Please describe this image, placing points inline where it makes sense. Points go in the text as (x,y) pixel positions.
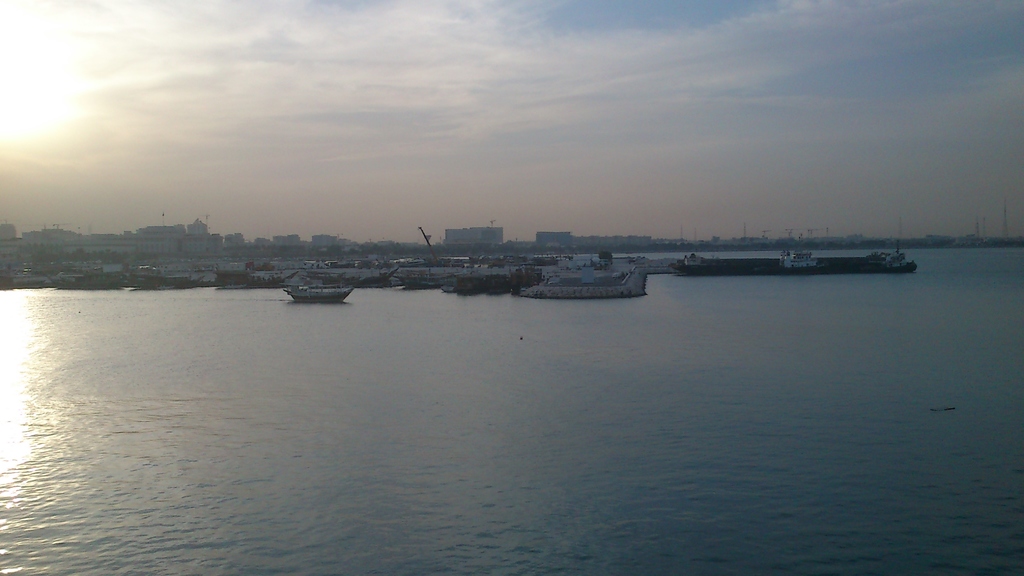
There is water surface (500,371) in the foreground area of the image (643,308), there are ships (405,280), boats (400,273) on the water surface (515,306), buildings (323,243), poles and the sky (483,171) in the background (512,135).
